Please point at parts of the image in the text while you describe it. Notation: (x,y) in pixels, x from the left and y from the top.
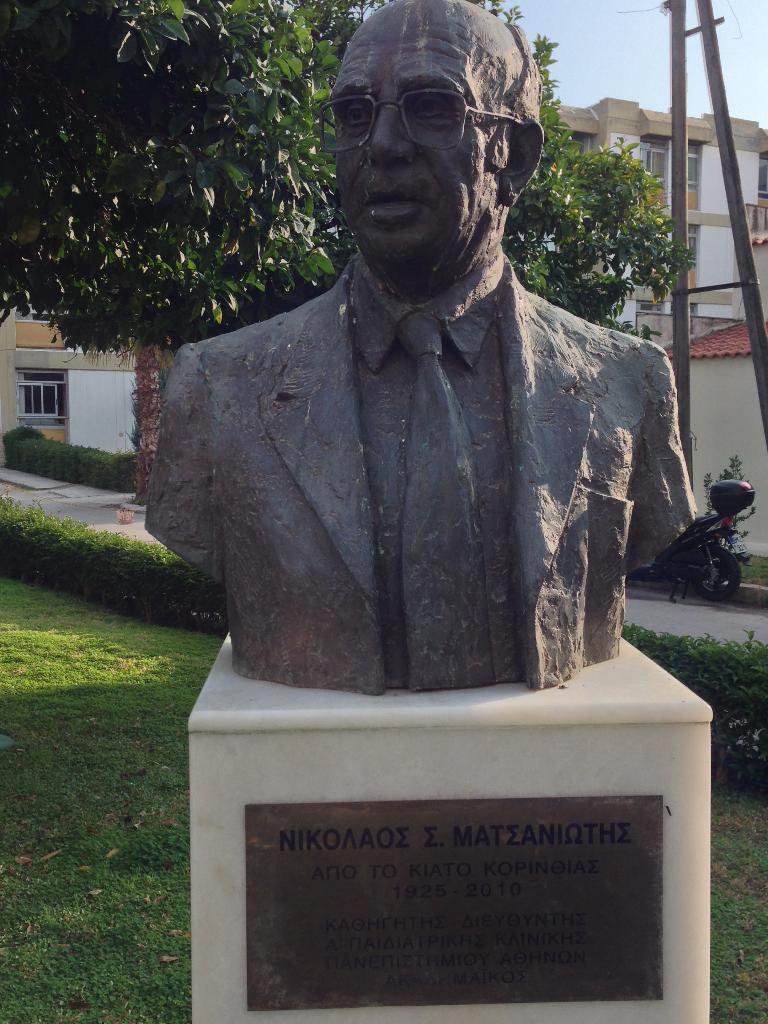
In this picture we can see a statue of man (516,389), motor bike (699,531) with a luggage box (732,492), trees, path (51,504), grass (20,910), buildings (721,270) with windows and in the background (628,63) we can see the sky (569,67).
